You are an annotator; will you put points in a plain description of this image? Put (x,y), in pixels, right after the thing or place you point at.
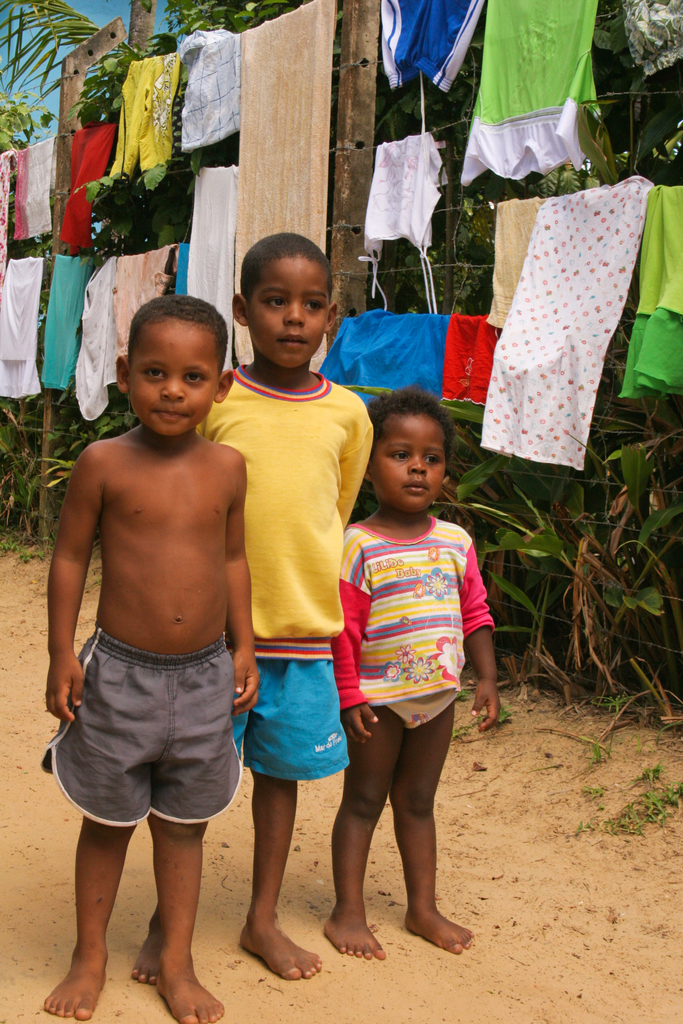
In the picture I can see three kids (268,569) are standing on the ground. In the background (228,184) I can see clothes (302,198), plants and some other objects (360,269). This clothes (538,336) are hanging on ropes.
